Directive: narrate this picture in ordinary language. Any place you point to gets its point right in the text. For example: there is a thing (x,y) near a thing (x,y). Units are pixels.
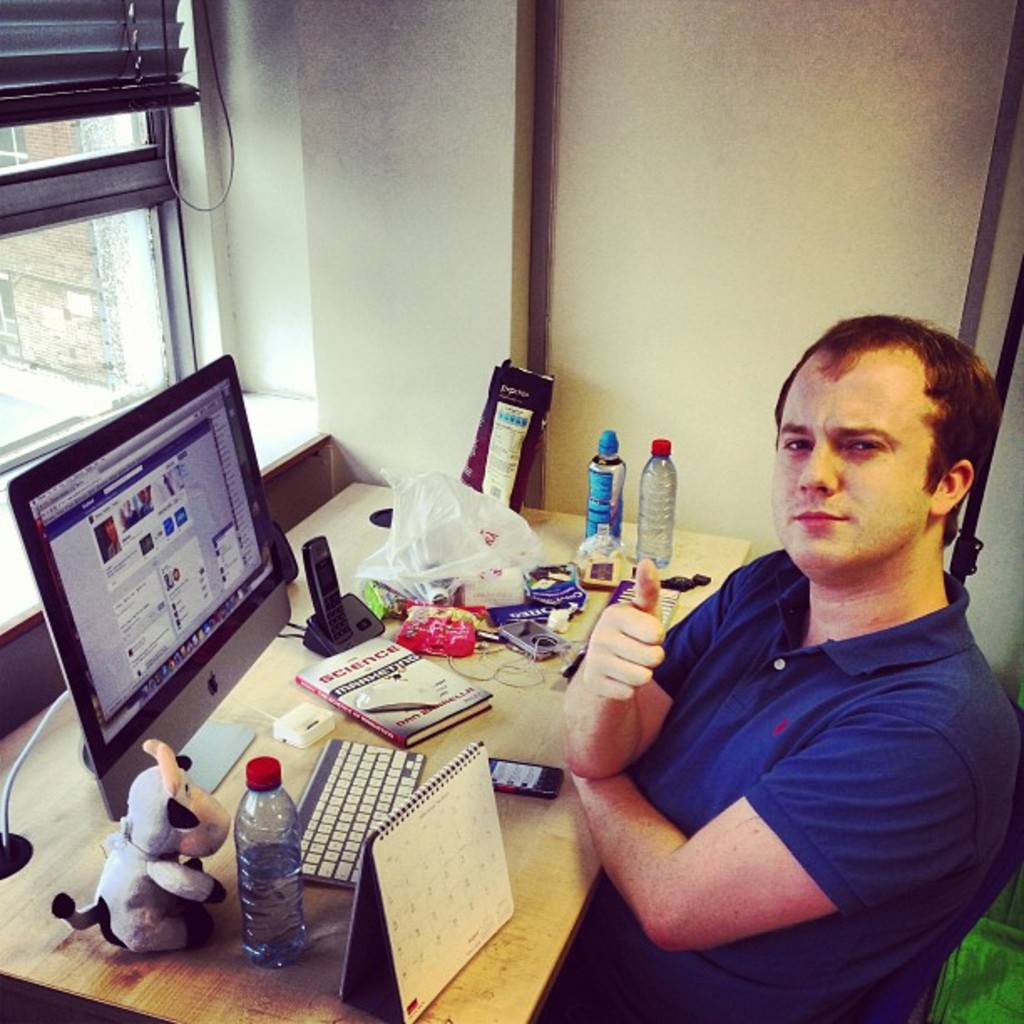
There is a man (789,791) sitting in the chair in front of a table (536,907). On this table (549,833), there is a computer keyboard (362,789), bottle (281,820), toy (170,888), calendar (433,878) and some other accessories (466,607) were placed. In the background (407,431) there is a wall (496,205) and a window (90,233) here.
